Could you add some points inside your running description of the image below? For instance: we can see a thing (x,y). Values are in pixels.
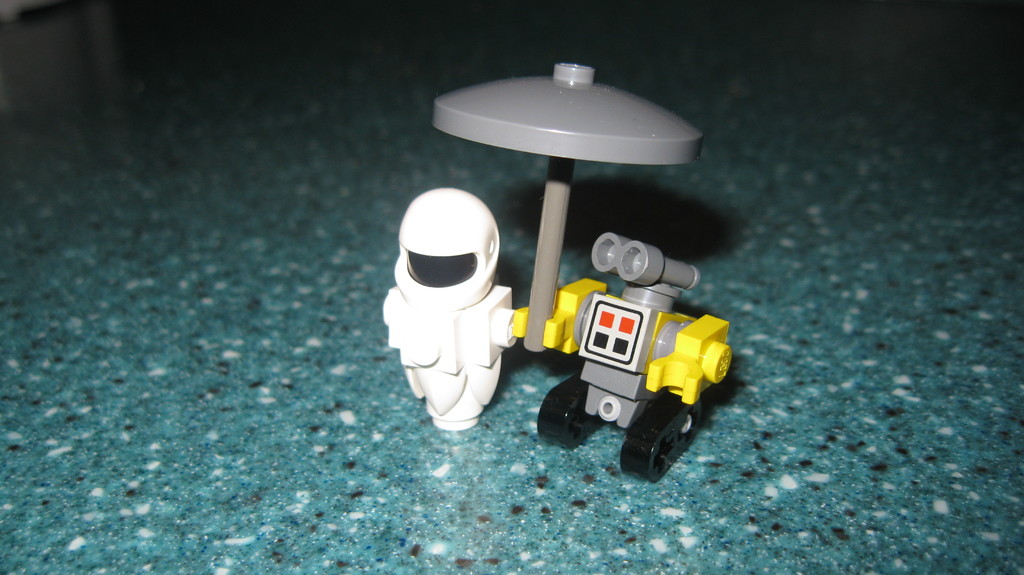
In this image I can see few toys (592,408) on the green color surface (590,507) and the toys (542,410) are in white, yellow and gray color.
